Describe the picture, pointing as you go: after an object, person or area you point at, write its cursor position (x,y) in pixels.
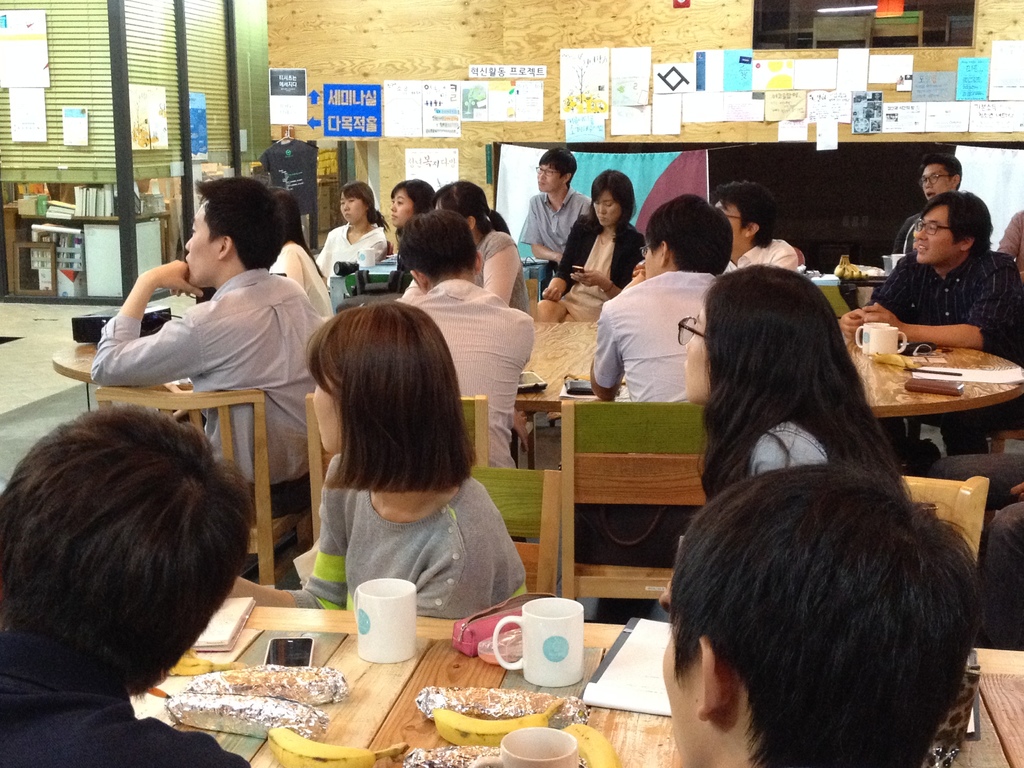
In this picture we can see some people (631,366) are sitting on chairs (313,412) in front of tables (390,714), there are mugs (524,669), bananas (499,733), a mobile phone (304,661), a file (627,662) and some food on this table (360,713), in the background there is a wall (588,10), we can see some papers (644,104) pasted on the wall (313,75), on the left side (104,311) there are some books (62,204) and a projector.
